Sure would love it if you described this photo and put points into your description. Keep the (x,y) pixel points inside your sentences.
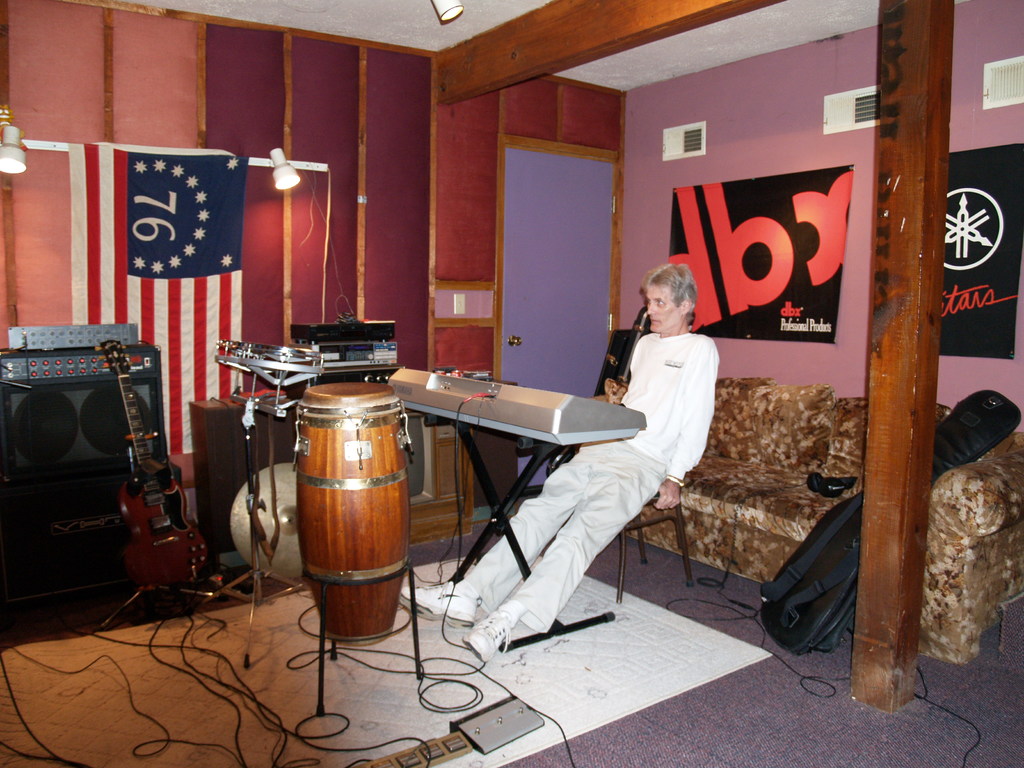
As we can see in the image there is a person (662,478) sitting on chair (622,575). There is a sofa (760,486), wall (789,107), drums (358,528), sound box (115,522) and a flag (203,303).
